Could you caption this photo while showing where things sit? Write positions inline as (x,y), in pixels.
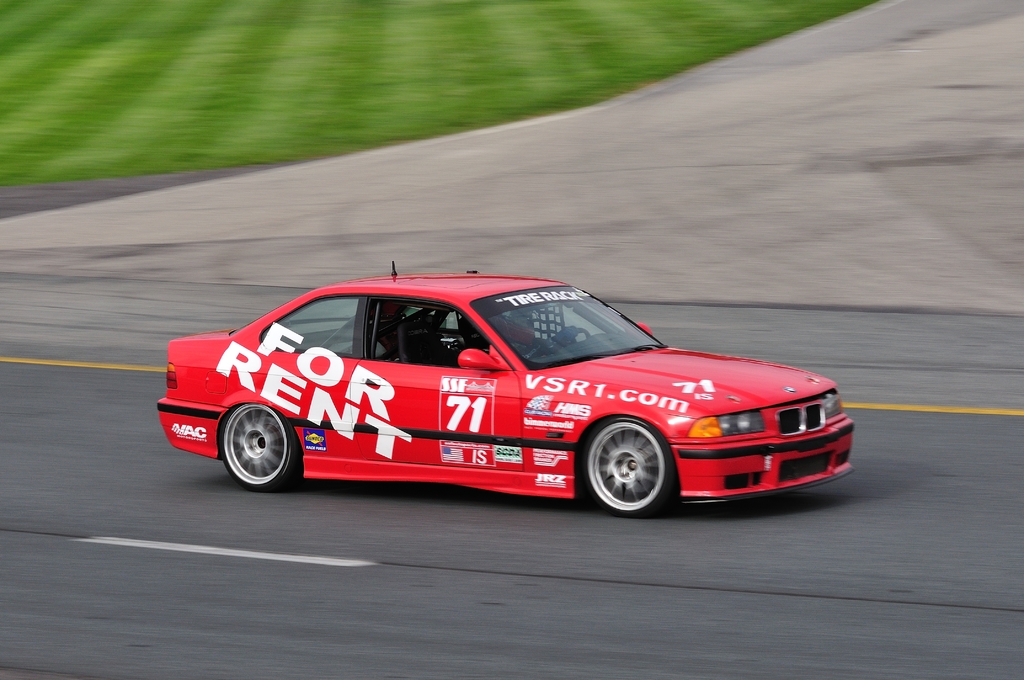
In this image in the center (532,422) there is one car (366,419), at the bottom (627,599) there is road (164,295) and in the background (243,94) there is grass (359,111).
